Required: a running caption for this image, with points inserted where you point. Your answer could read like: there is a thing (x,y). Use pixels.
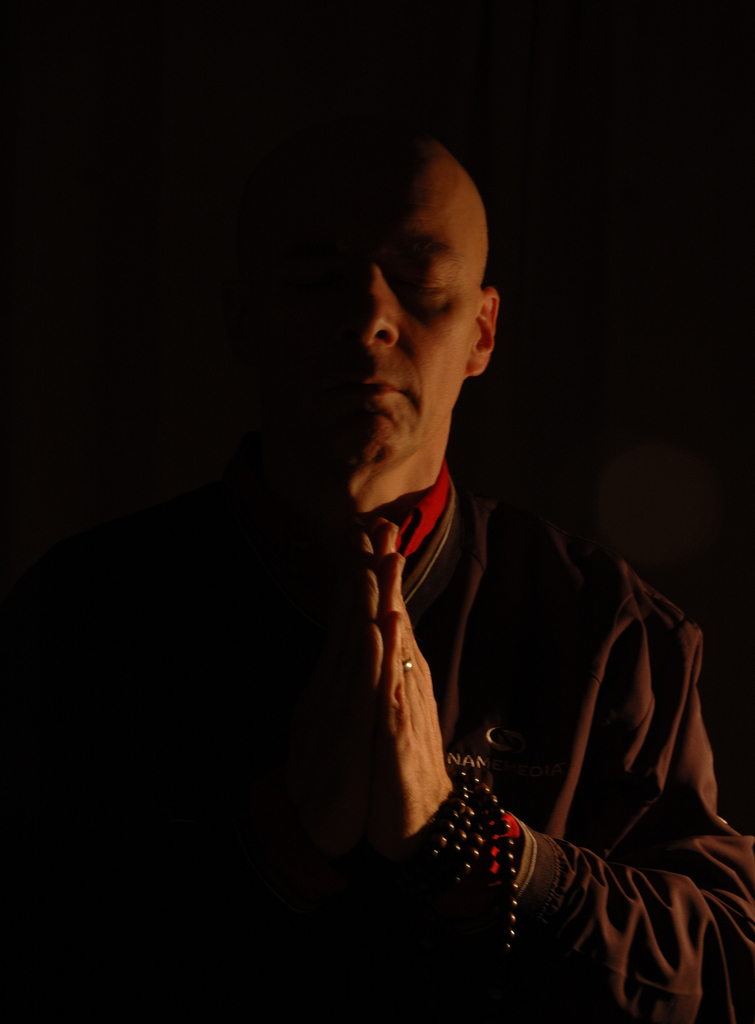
In the picture I can see there is a man (77,545) standing and wearing a brown coat (627,771) and he is holding his hands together and the backdrop (155,285) is dark.
